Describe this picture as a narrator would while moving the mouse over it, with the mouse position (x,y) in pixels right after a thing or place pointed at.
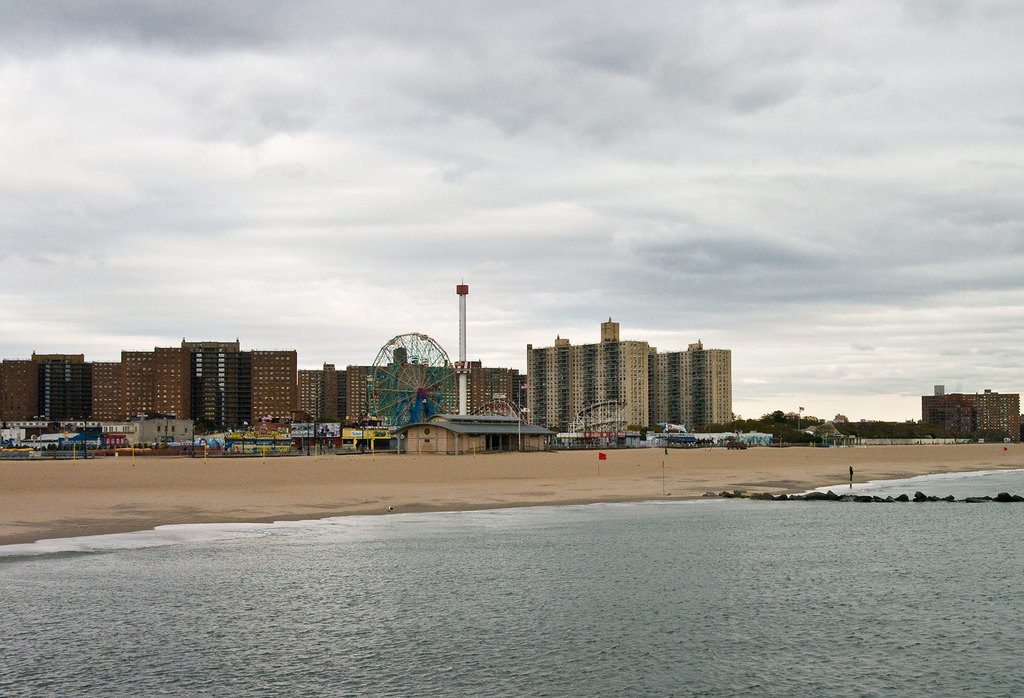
At the center of the image (663,391) there are some buildings (328,410), stalls (328,433) and poles (464,303). At the bottom of the image (359,633) there is a sea (829,640). In the background (311,293) there is a sky (575,273).
